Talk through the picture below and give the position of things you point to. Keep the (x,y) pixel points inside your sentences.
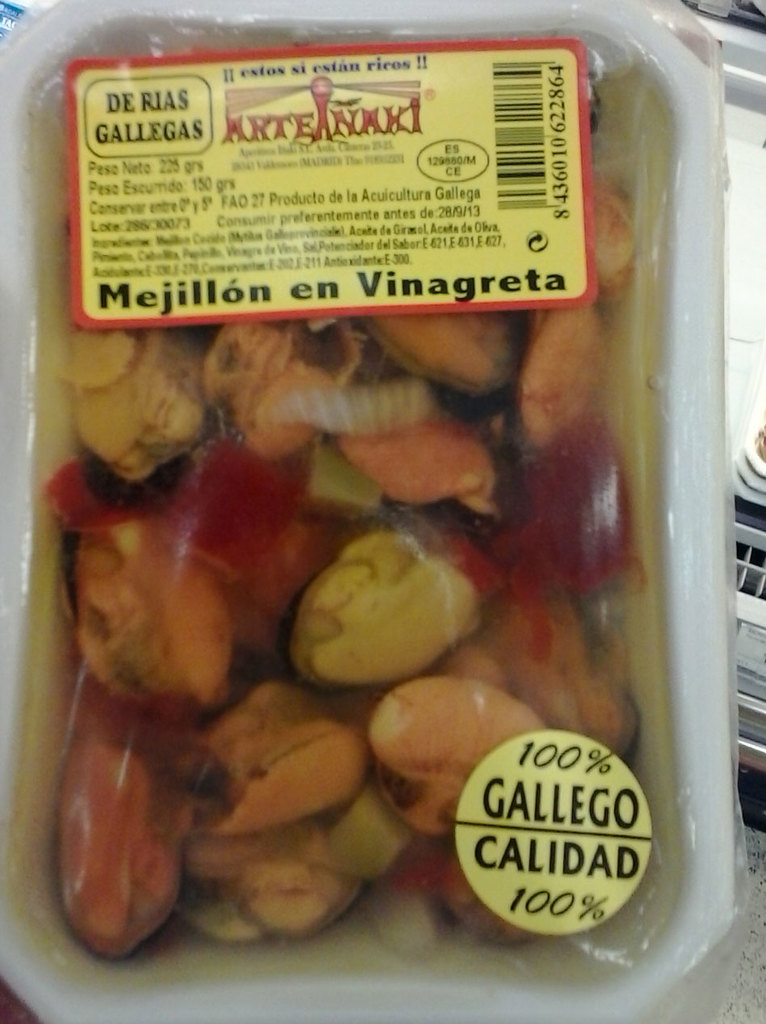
In this image we can see packed foods (383,552).
